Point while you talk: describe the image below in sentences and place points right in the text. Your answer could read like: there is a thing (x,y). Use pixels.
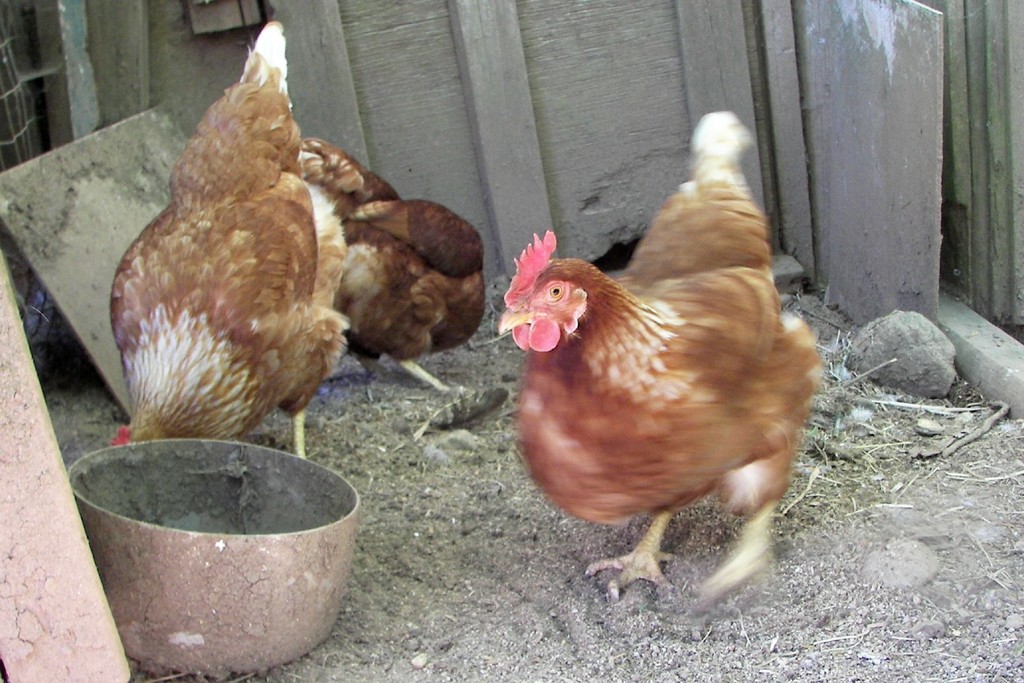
This image consists of three hens (159,283). At the bottom (608,598), there is ground (598,670). In the background (600,186), we can see the wooden pieces (155,74) and a rock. On the left (230,591), it looks like a bowl (271,636).
